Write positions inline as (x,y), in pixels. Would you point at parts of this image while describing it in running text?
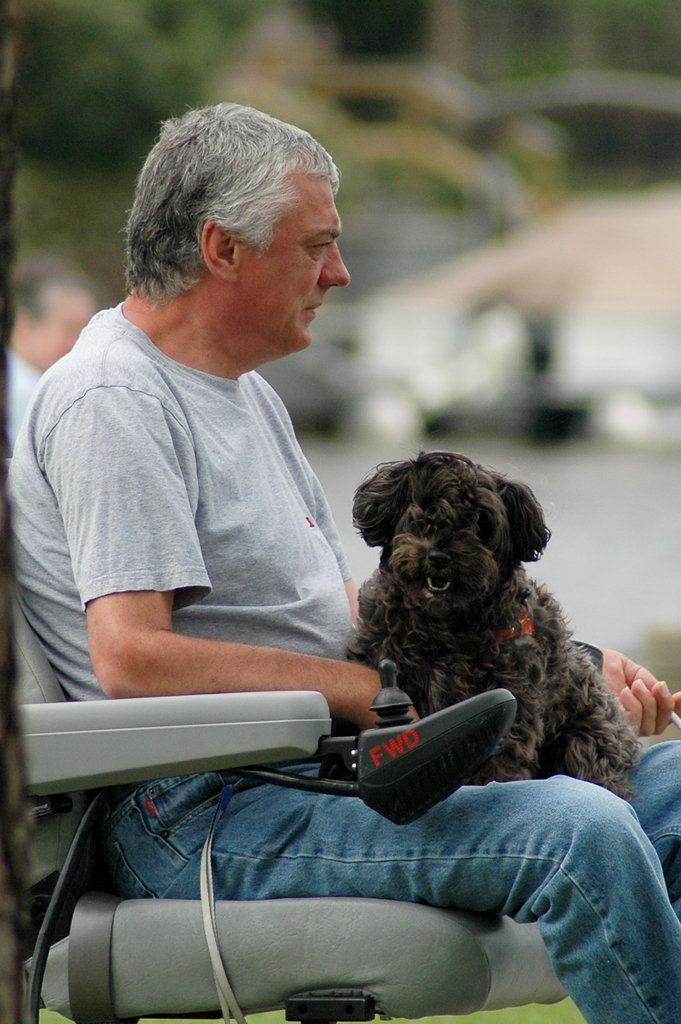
Here we can see a old man (269,267) sitting on a chair (111,983) with a dog (366,604) in his lap (253,799).
